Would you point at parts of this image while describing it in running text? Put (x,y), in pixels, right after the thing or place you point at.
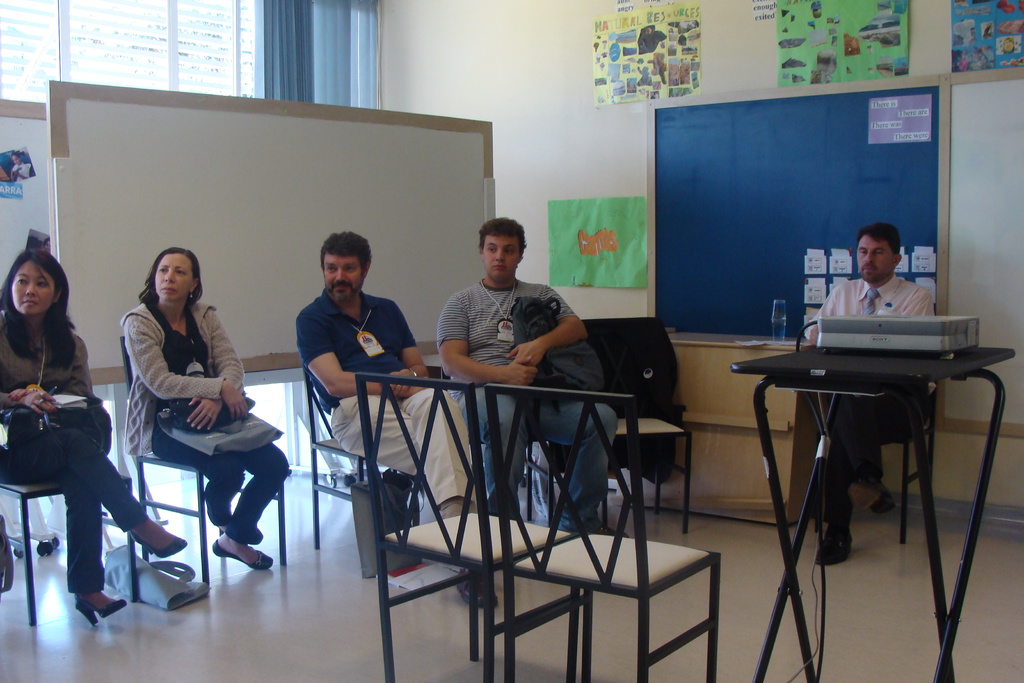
These persons (491,348) are sitting on the chairs (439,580) and these three persons (32,293) are holding bags (93,421). We can see projector (961,326) on the table (814,356). On the background (478,93) we can see boards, wall (477,28), posters (995,45), curtain (354,11), window (78,60). This is floor (244,647).
